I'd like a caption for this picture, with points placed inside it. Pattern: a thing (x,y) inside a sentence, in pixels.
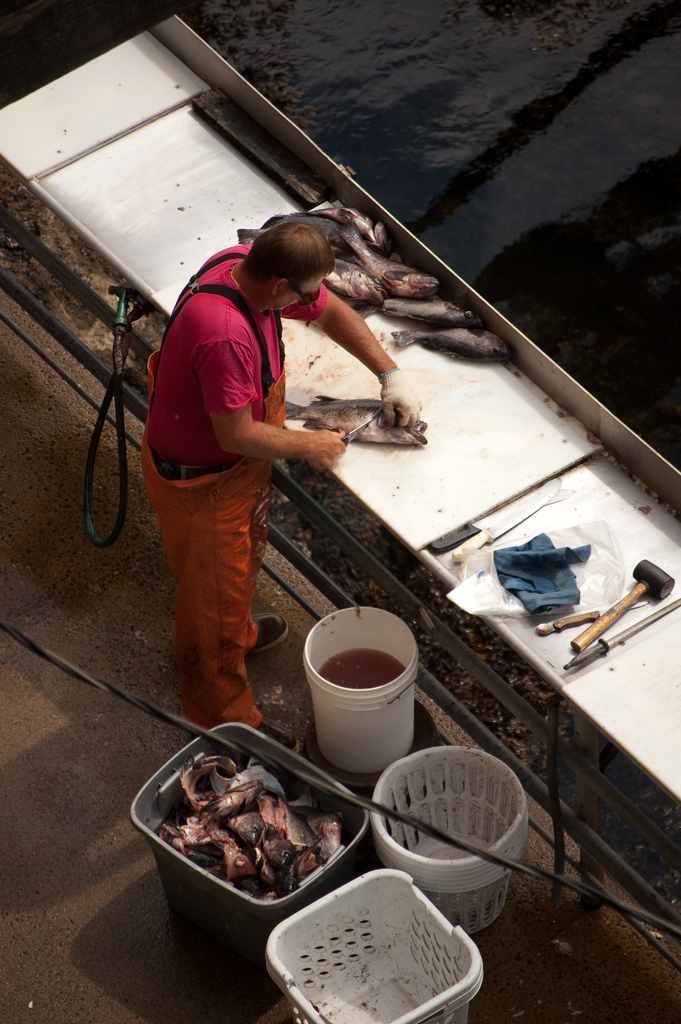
In the center of the image (231,651) we can see a man (274,277) cutting a fish (333,422), before him there is a table (437,470) and we can see tools (566,627) and fishes (430,338) on it. At the bottom (333,1019) there are buckets (415,907) and we can see fishes (216,840) in the container (193,867). There is a wire (84,672).
